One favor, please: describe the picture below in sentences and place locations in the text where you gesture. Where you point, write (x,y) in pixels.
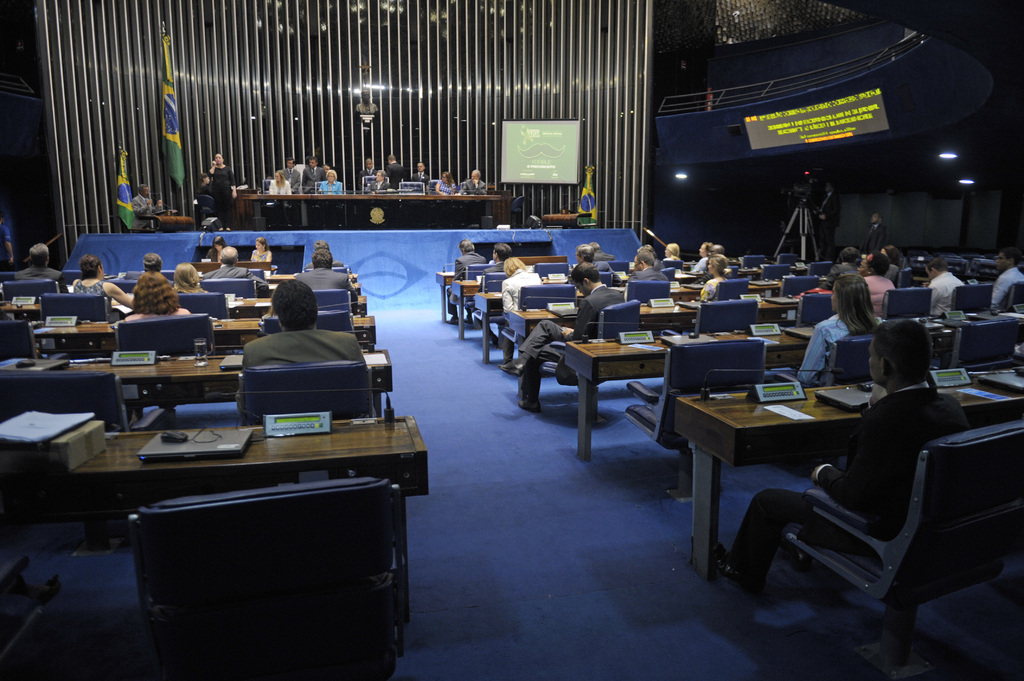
people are sitting on the chairs (262,394). in front of them there are tables (261,469) on which there are laptops (211,453), papers (58,426). in front of them, on the stage (406,259) people (379,181) are sitting. right to them there is a projector screen (536,177). at the left (171,155) there are flags (131,200).
